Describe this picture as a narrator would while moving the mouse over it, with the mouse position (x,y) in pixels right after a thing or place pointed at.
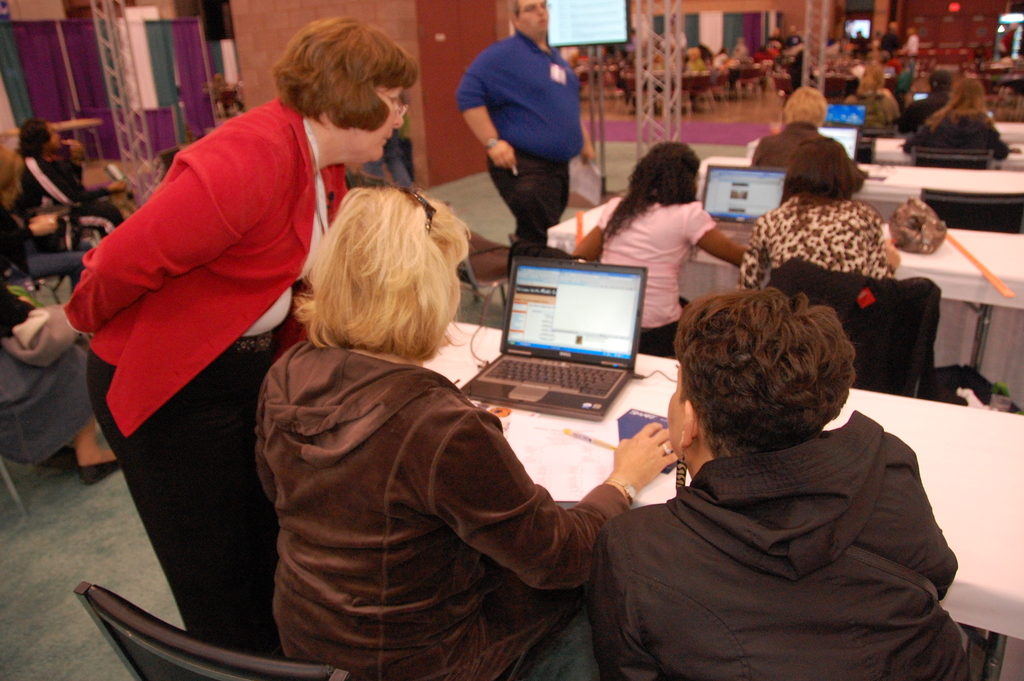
In the foreground of the image (438,278) there is a lady (361,665) sitting on a chair (172,672) using a laptop (522,389). There is a table (955,580). Beside her there is a another lady (684,497) wearing a jacket (741,572). To the left side of the image (258,511) there is a woman (376,144) wearing a red color jacket (299,268). In the background of the image (910,77) there are people (945,138) sitting on chairs (990,202). There are tables (967,236). There are laptops (830,124) on the table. There is a person (516,0) standing. There is wall (329,6). There is screen (628,1). At the bottom of the image (63,641) there is floor (63,661). To the left side of the image (81,192) there are people (86,229) sitting on chairs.
